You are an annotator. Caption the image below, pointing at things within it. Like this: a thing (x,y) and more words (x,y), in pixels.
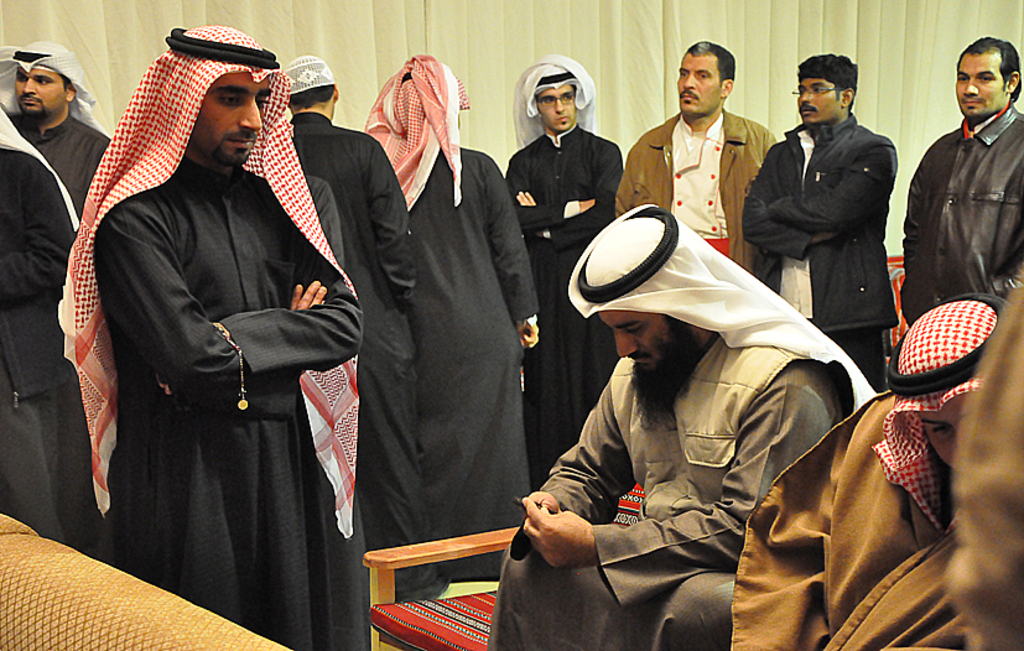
In this picture, there are group of people (604,384). Towards the right (720,357), there is a man (668,463) wearing grey dress (666,570) and he is sitting on the chair (420,547). Before him, there is another man (193,284) wearing black cloth (188,455) and white and red scarf (167,141). Behind them, there are people (706,206) wearing different colors of clothes (760,230).
